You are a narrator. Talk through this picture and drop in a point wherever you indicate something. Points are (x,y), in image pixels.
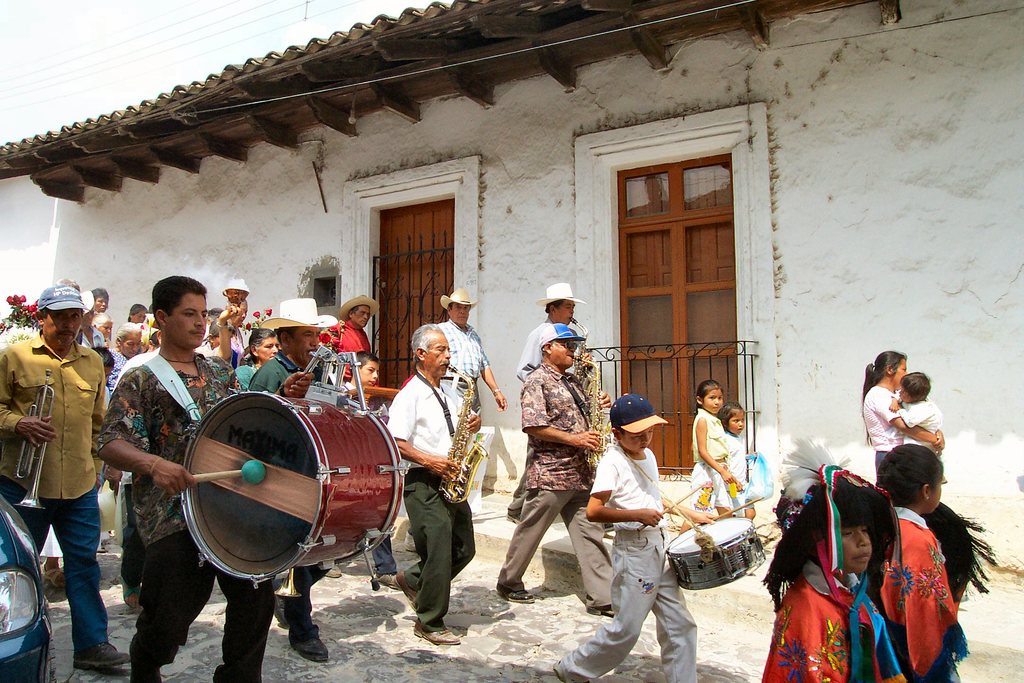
This is the picture on the road (462,654). There are group people (79,382) walking on the road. The people (22,402) in the front (458,474) are playing musical instruments (244,463). At the back (518,256) there is a house (544,124) with roof tiles (404,23) on the top (386,33) and there are two doors (625,277) in the front (657,274). At the left side of the image (16,595) there is a car (29,629), at the top (114,31) there is a sky (119,42).
